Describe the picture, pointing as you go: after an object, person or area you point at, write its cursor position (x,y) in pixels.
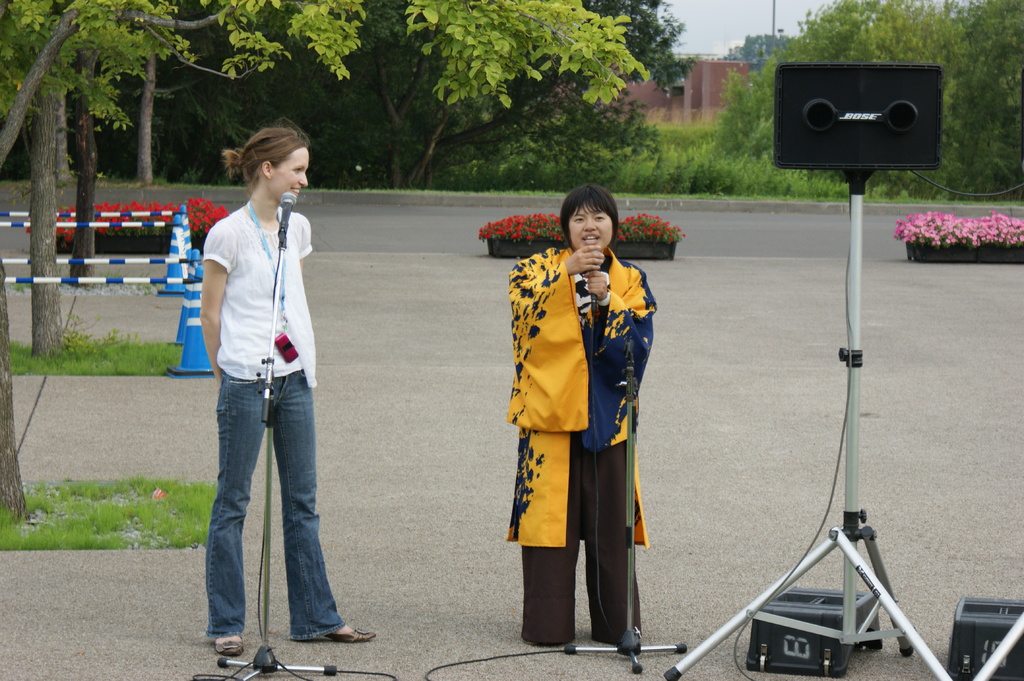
In this image I can see two people (554,520) standing on the road (380,525). These people (287,491) are wearing the different color dresses (276,391) and they are standing in-front of the mic (272,378). To the right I can see the sound box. In the background (134,253) there are flowers pots (544,244) and the flowers (667,225) are in red and pink color. To the left (185,349) I can see the blue and white color traffic cones (185,330). In the background (376,81) there are many trees (515,69) and the sky (713,39).
